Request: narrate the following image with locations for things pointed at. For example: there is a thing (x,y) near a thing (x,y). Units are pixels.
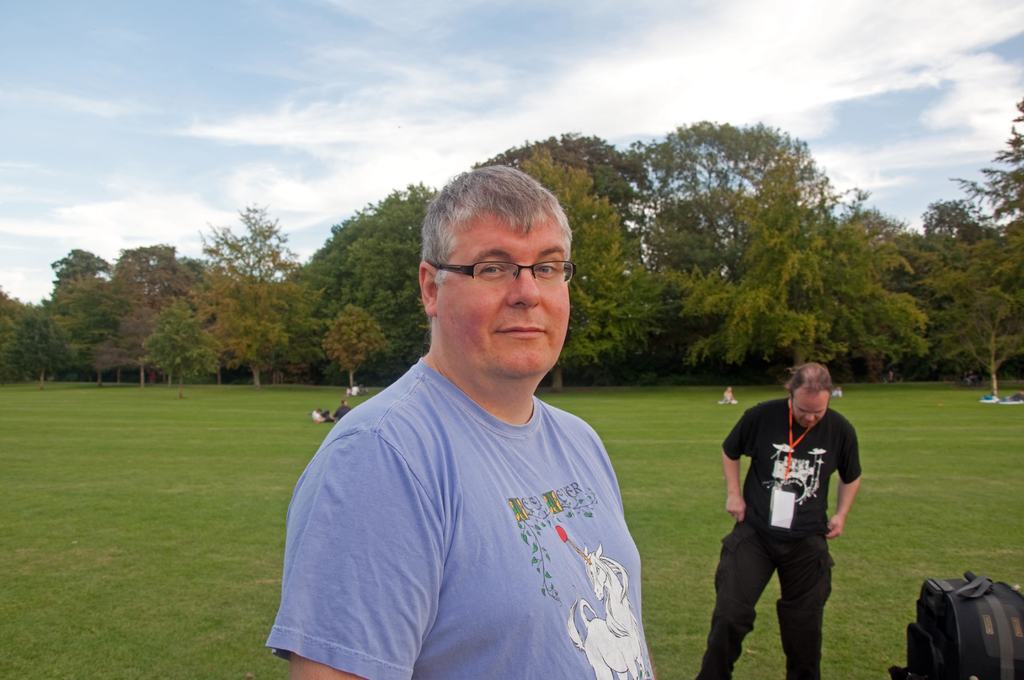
In this image, we can see persons (786,441) wearing clothes (761,496). There are some trees (718,307) in the middle of the image (396,257). There is a bag (999,601) in the bottom right of the image (962,609). There is a sky (857,179) at the top of the image (364,88).
